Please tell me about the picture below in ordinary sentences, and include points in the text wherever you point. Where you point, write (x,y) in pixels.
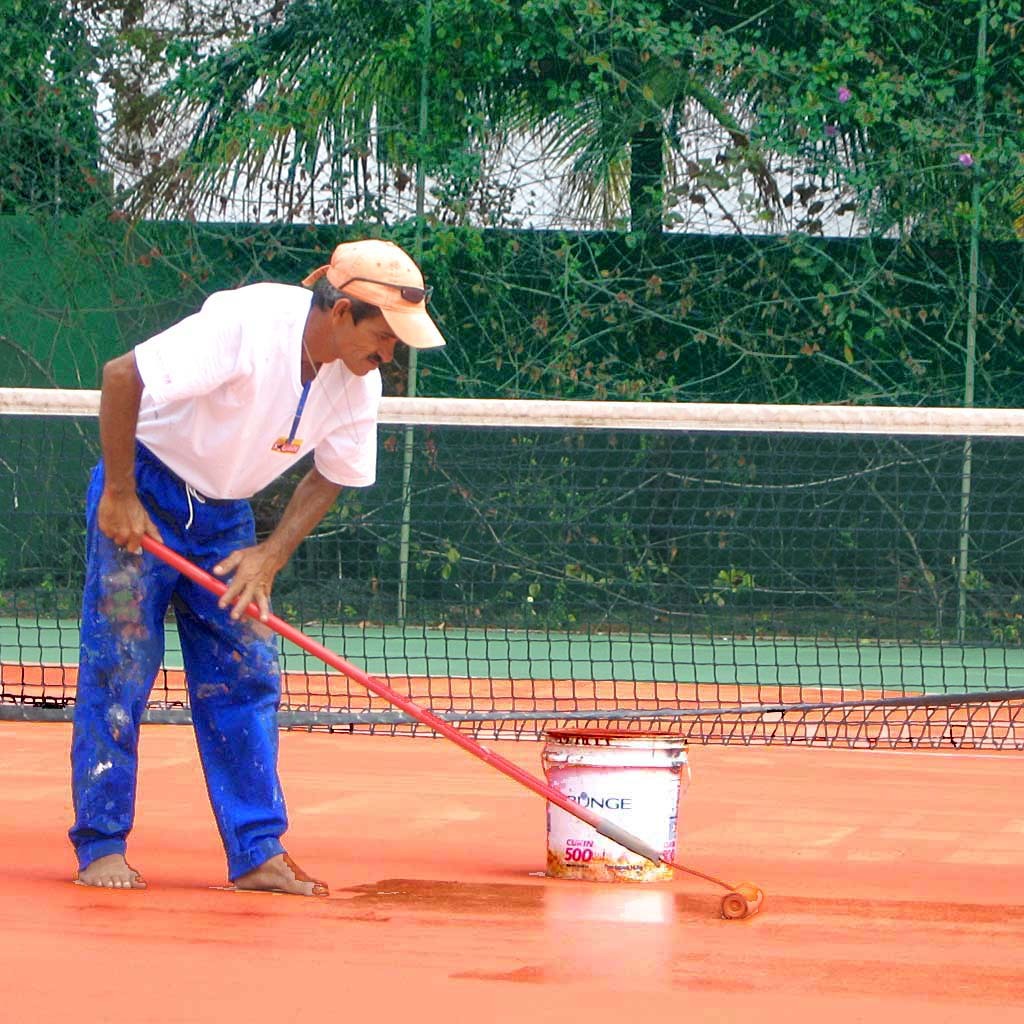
in this picture there is a man (116,431) who is standing on the left side of the image (195,486), he is painting the floor (34,757), there is a bucket (578,733) in the center of the image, there is a net (865,544) in the center of the image (506,523) and there are trees (672,206) in the background area of the image (513,226).
